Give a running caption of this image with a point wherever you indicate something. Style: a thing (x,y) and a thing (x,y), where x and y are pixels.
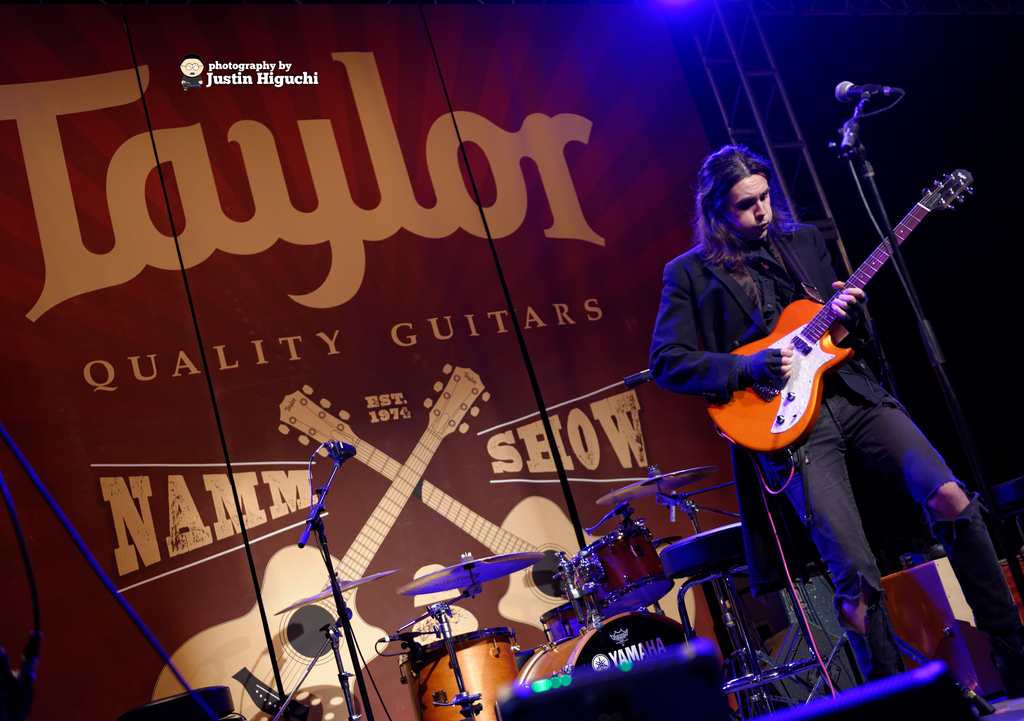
The man (764,248) in black suit (719,310) is playing a guitar (815,318). This is mic (848,81) with holder (884,219). These are musical instruments (434,649). A poster (532,468) of a musical instrument (372,521).
